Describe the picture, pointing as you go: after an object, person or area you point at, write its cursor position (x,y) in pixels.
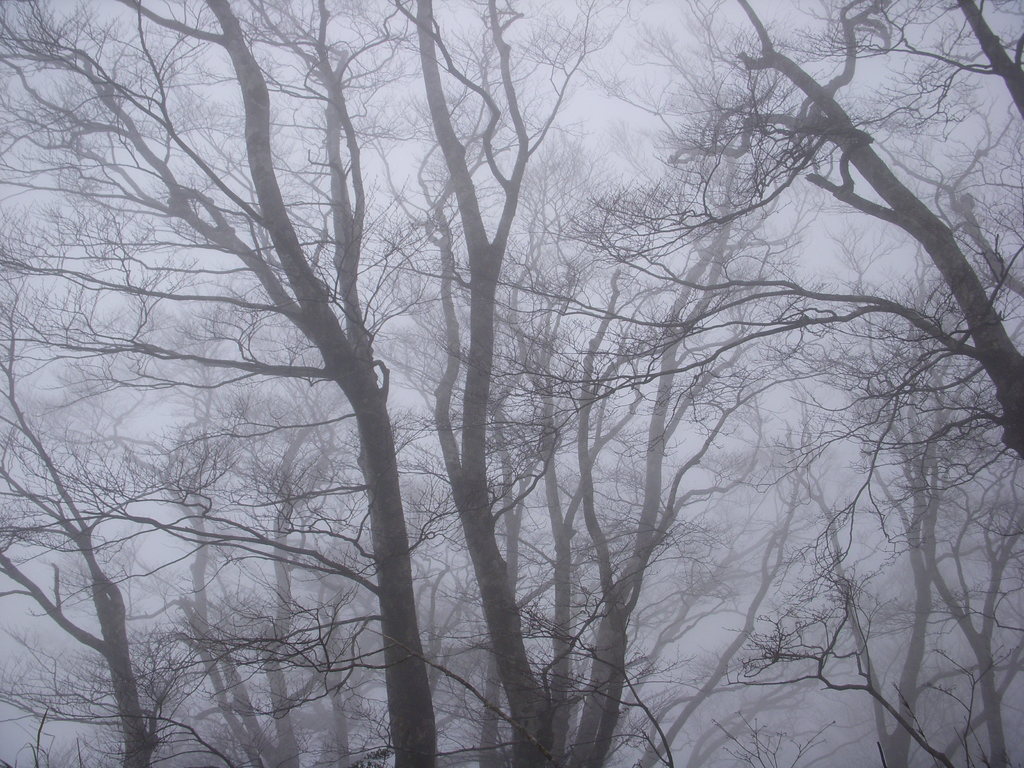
In this image we can see many trees (511,577) and the image is covered with the fog (703,80).
